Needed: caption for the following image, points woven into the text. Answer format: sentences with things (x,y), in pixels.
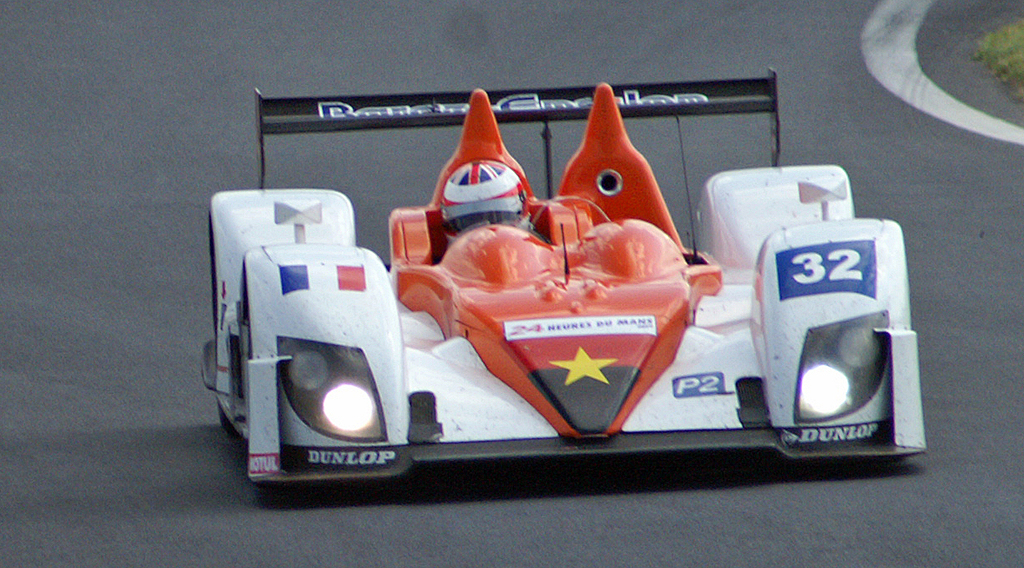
In this image, in the middle (669,286), we can see a sports car (403,116) which is moving on the road (539,491). In the car (500,280), we can see a man (511,202) riding it. On the right side (1006,67), we can see a grass (991,40). In the background (749,36), we can see road (757,555).
